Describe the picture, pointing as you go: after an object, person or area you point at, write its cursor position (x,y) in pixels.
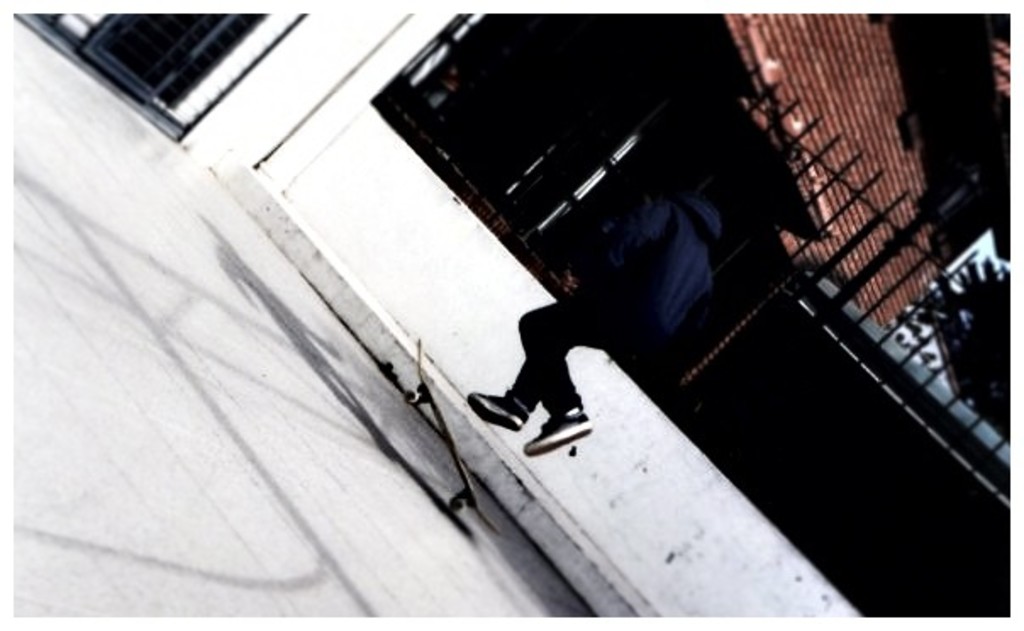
In this image I can see a person (683,299) in air wearing blue jacket (644,311), black pant (566,367). I can also see a skateboard (461,487), background (872,132) I can see the building (861,126) in brown color, a wall (509,333) and the sky (982,258) is in white color.
